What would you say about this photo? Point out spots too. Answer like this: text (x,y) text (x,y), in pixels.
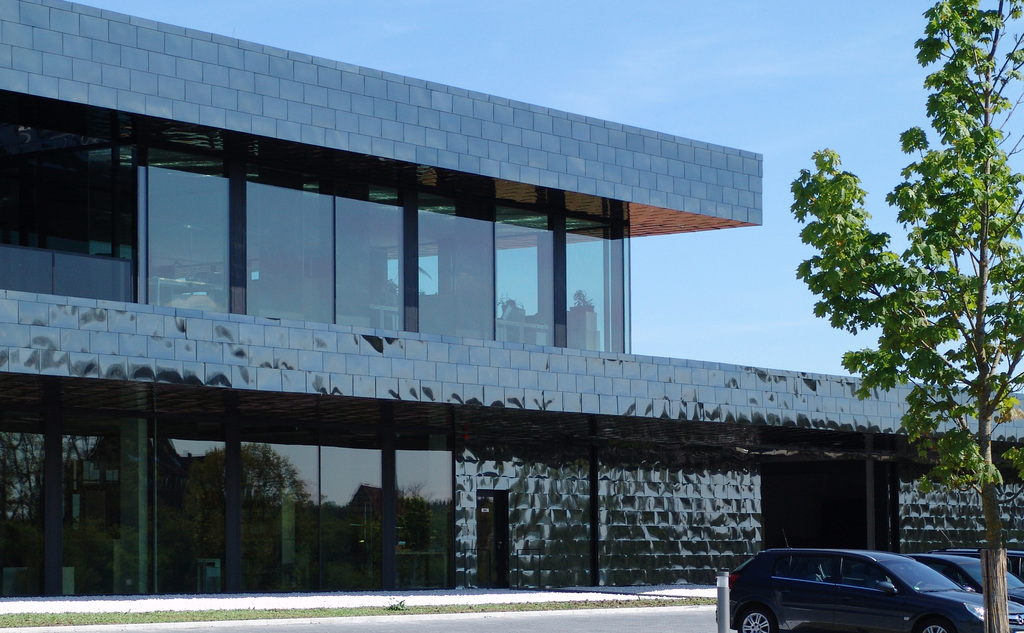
In the picture there is a building (439,296), there are glass walls (461,224) present, there are cars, there is a tree (928,328), there is a clear sky (714,10).
